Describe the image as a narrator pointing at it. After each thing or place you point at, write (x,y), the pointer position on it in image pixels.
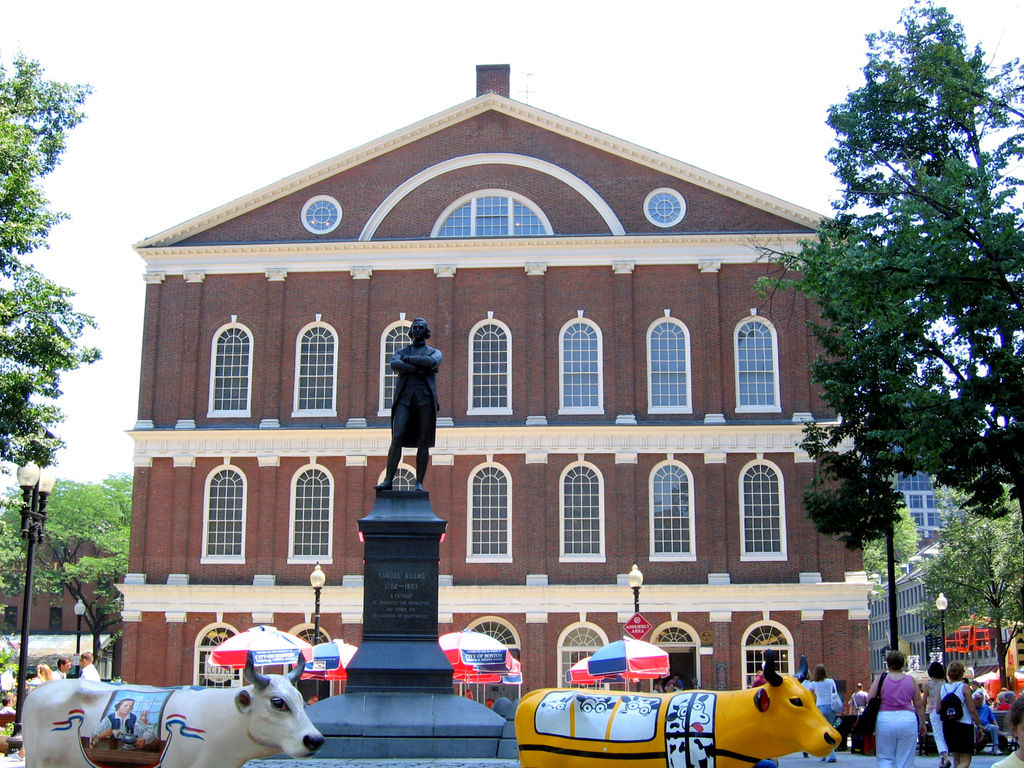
In this picture we can observe a black color statue (426,388) and statues (273,739) of cows (204,740) which are in white and yellow color. We can observe some people (889,716) here. There are umbrella (462,655) which are in red, white and blue color. We can observe a brown color building (245,328). There are trees (82,524) and a sky (465,40) in the background (358,78).
